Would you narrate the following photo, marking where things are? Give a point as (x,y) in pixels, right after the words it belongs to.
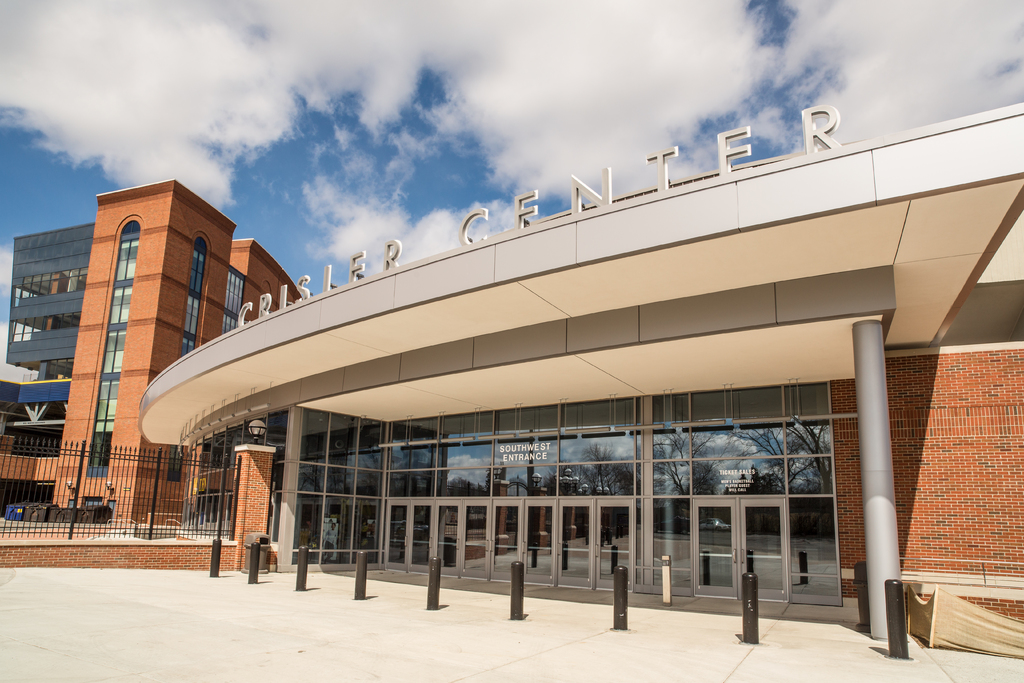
In this image in front (466,626) there is a floor (479,636). There are poles (361,560). There is a metal fence (162,516). In the background of the image (453,446) there are buildings (430,318) and sky (448,39).
